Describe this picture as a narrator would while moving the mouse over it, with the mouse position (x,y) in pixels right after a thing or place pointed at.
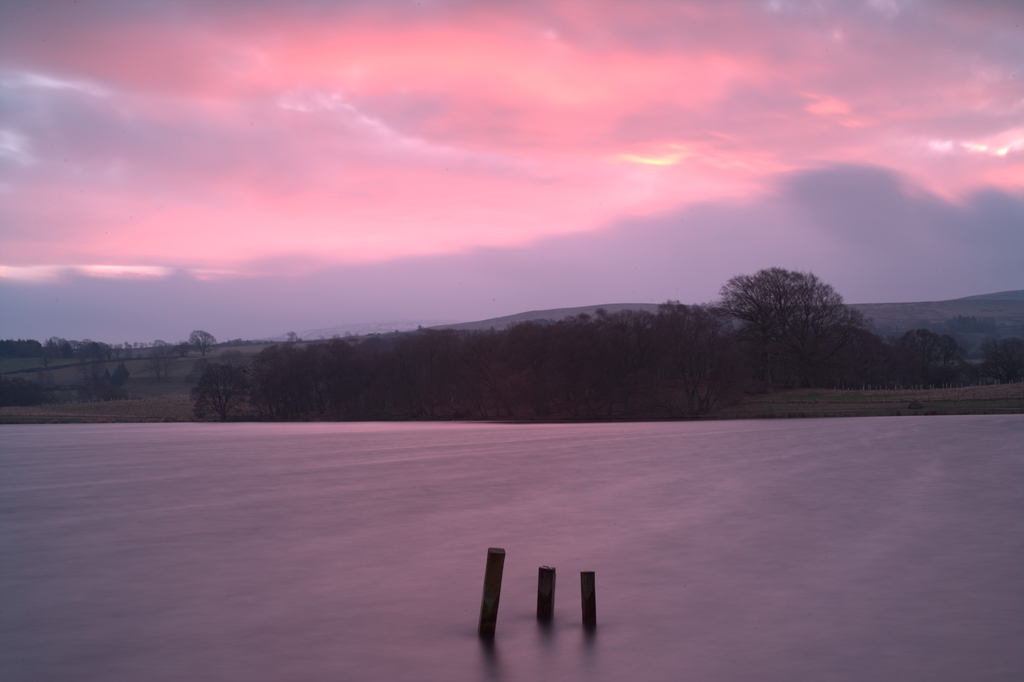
There is water (622,496). In the water (509,540) there are three poles (494,563). In the background (285,318) there are trees (699,306), hills (931,304) and sky (552,205) with red and gray color.
